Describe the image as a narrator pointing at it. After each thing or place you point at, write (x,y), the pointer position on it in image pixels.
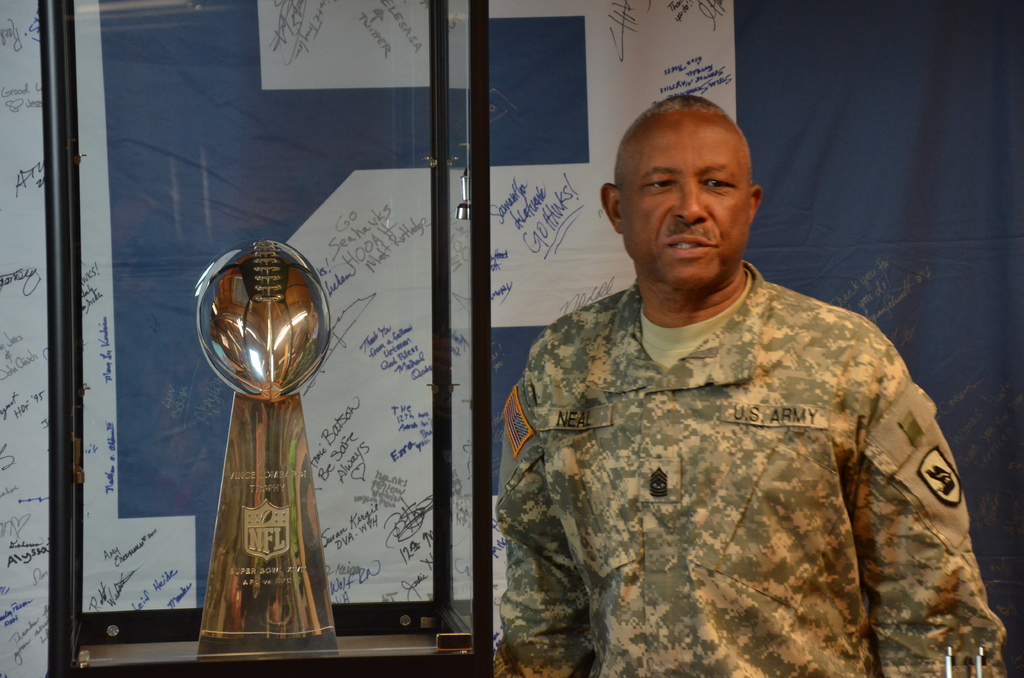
In this picture there is a soldier (728,449) standing and there is an award (254,508) beside him which is placed in a glass container (294,219) and there is a banner (656,50) behind him which has something written on it.
